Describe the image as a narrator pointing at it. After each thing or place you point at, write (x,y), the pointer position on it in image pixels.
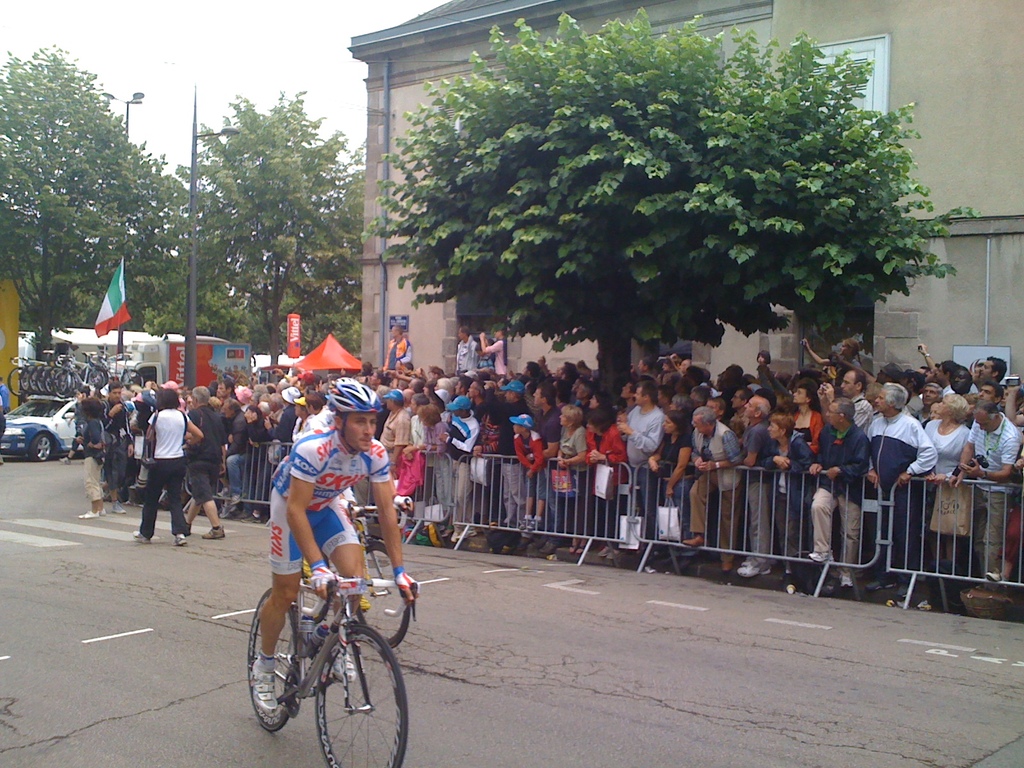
In this picture we can see a man (348,510) riding a bicycle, he wore a helmet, in the background (393,423) we can see barricades (785,547) and group of people (562,418) standing and looking at something and also there is a tree (666,204) and building (906,102) in the background (917,93), on the left most of the picture (89,364) we can see a car (43,427) and bicycles (42,371) here and here there is a flag (111,301).
